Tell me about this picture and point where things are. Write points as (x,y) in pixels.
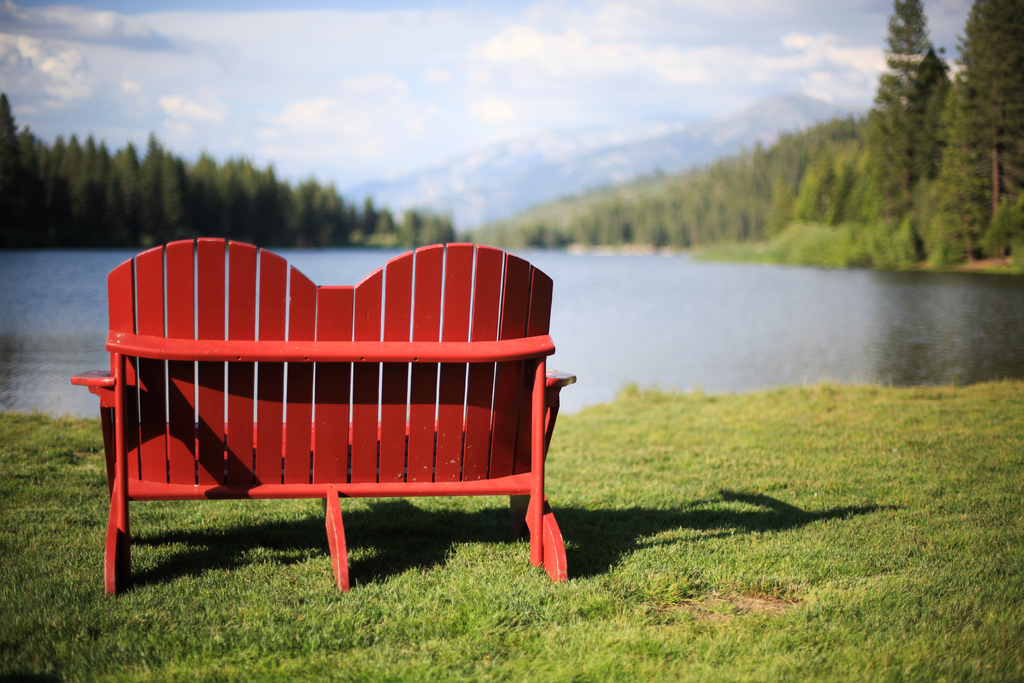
In this picture I can see a bench chair (519,371) on the left side (296,435), there is water (589,314) in the middle (564,307), there are trees (900,204) on either side of this image, at the top (548,96) there is the sky (532,102).
